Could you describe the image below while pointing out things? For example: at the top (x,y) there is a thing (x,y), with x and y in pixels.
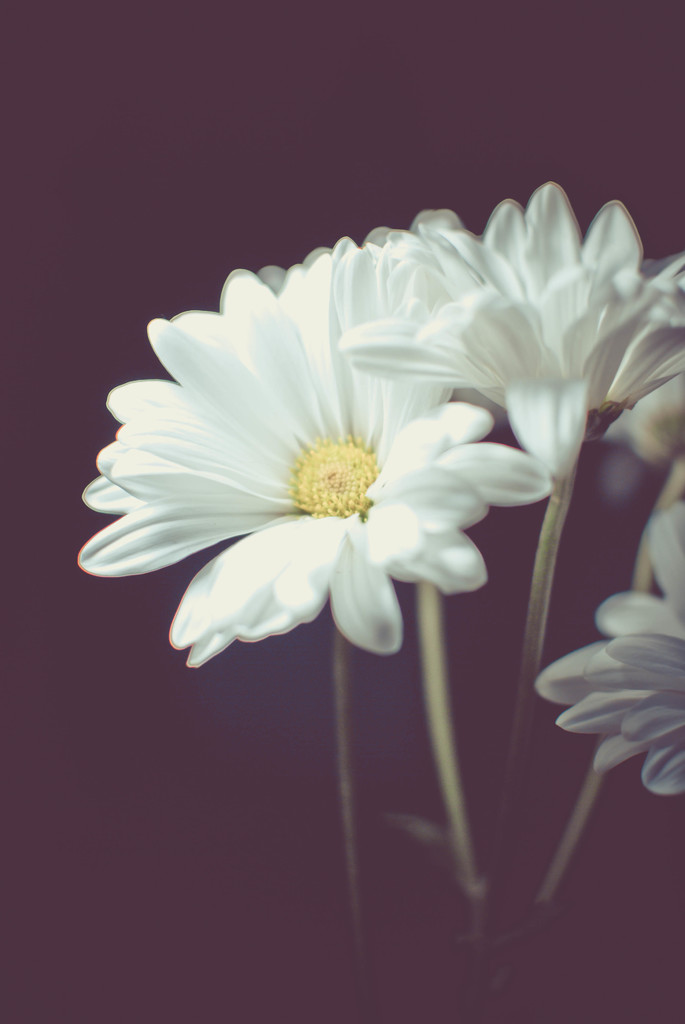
In this image I can see few flowers (441,337) which are white and yellow in color and the black colored background (45,315).
